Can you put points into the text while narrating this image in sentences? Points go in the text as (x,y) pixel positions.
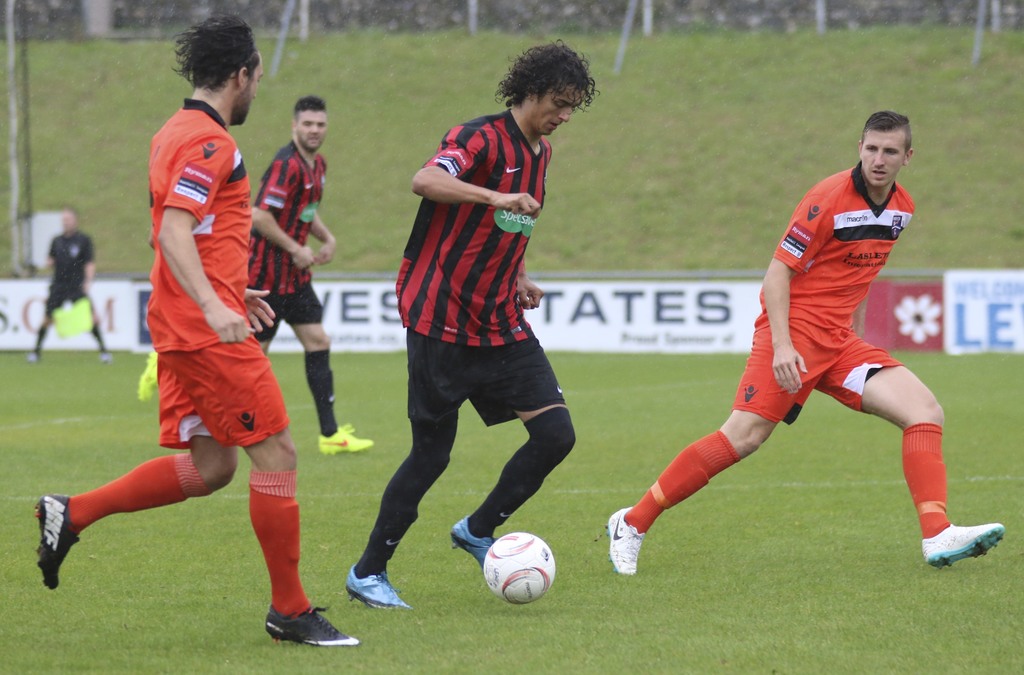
In this image I can see few people (479,539) and a ball (539,554). In the background (55,297) I can see few more people (49,305) and a board (924,289).
